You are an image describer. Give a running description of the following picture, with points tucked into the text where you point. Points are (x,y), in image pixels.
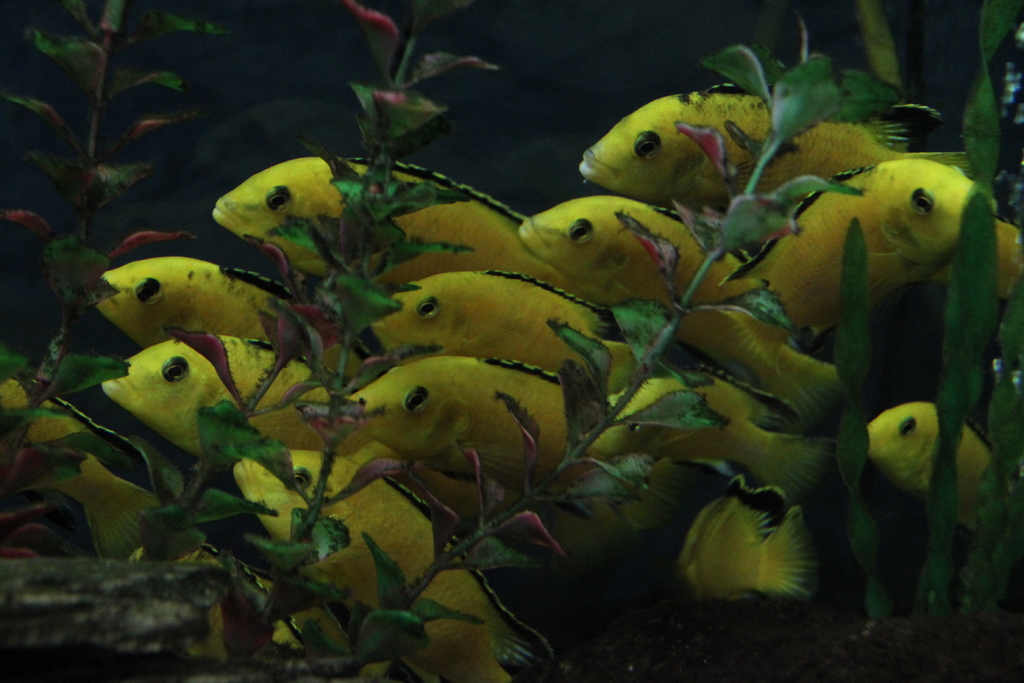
In this picture I can see fish (778,331) and plants (390,626) in the water (902,69).
